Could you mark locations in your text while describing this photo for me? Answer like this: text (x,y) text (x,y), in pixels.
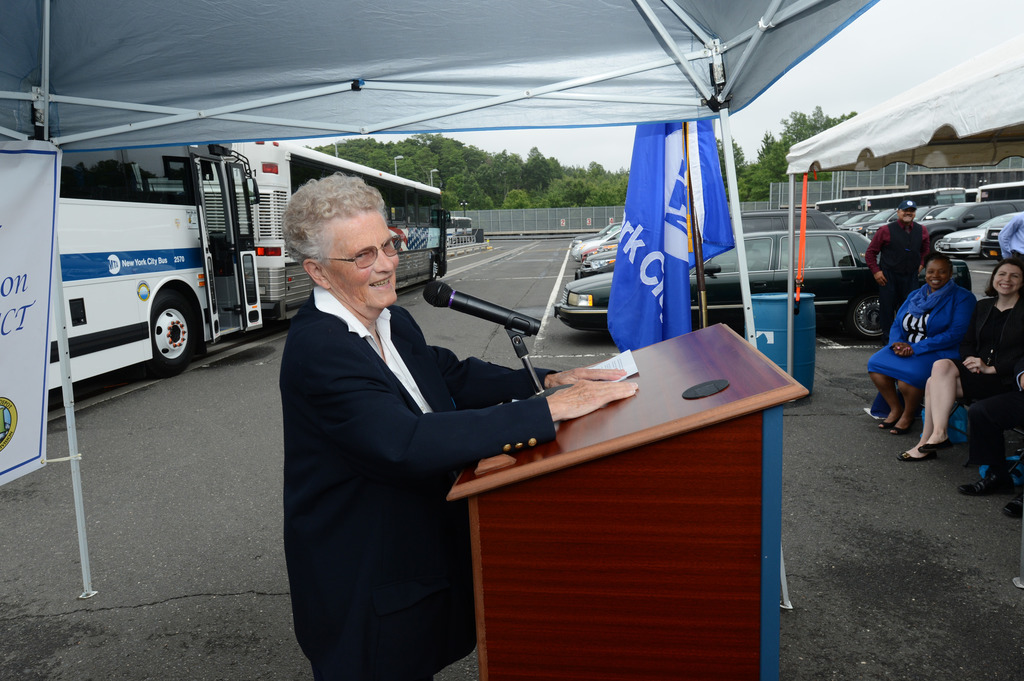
On the right (918,342) we can see people (989,333) sitting. At the top (264,75) it is canopy (184,82). In the foreground (453,400) we can see a woman (369,452) standing near a podium (570,458) and talking into a microphone (456,307). On the left (240,220) there are buses (255,204). In the middle of the picture (580,246) there are cars (757,235) parked in a parking lot (519,270). In the center of the background (481,224) there are trees (594,188), fencing (514,219), vehicle (467,219), road (519,244) and sky (863,93). At the top (928,86) towards right (908,121) we can see a canopy (926,92) and sky (932,54). On the left (15,295) there is a banner (15,295) also.
